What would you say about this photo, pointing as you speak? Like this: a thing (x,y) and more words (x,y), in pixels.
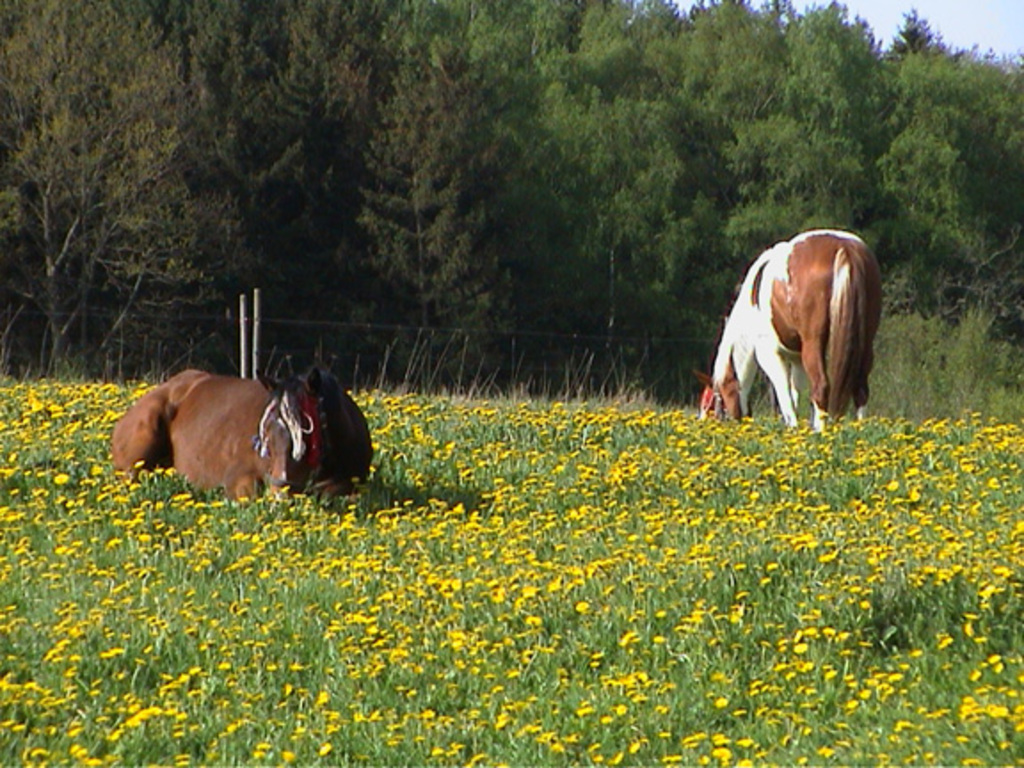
In the image we can see there are 2 horses (242,403) on the ground (498,588). There are flowers (739,568) on the plant (575,598) on the ground (657,679). Behind there are lot of trees (520,180).
